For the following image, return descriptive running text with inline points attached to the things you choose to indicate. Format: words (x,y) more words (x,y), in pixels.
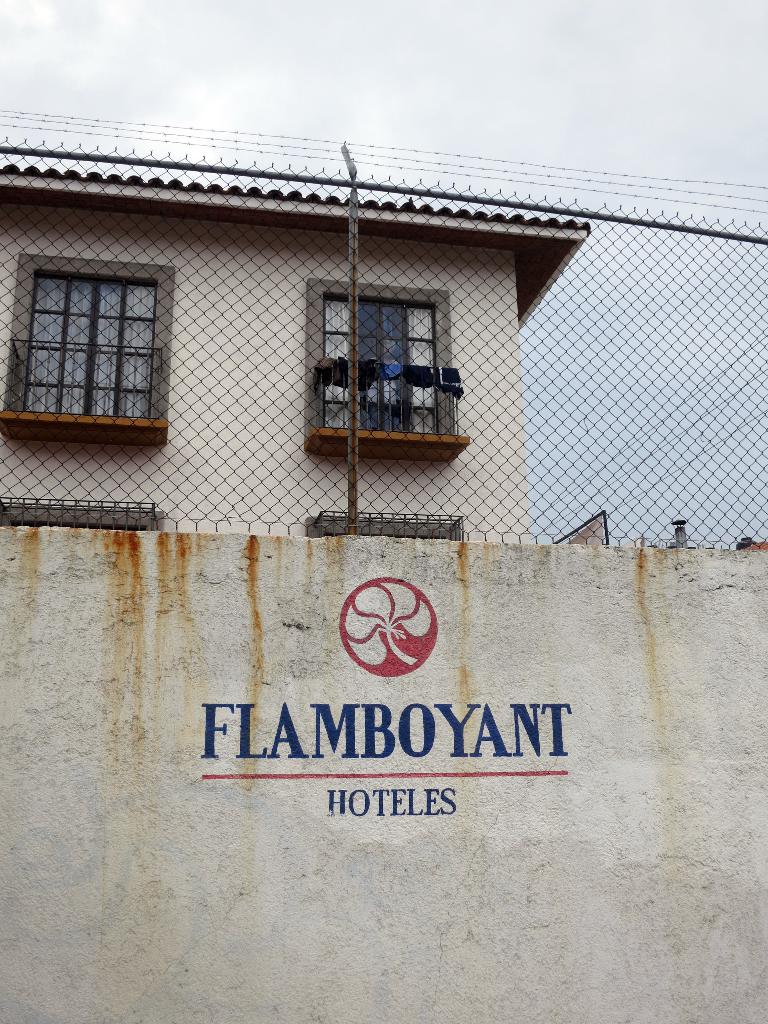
In the foreground of this image (541,723), there is some text (383,758) on a wall (312,927). At the top (406,316), there is a mesh (446,460). Behind it, there is a building (394,256) and the sky (512,84).
